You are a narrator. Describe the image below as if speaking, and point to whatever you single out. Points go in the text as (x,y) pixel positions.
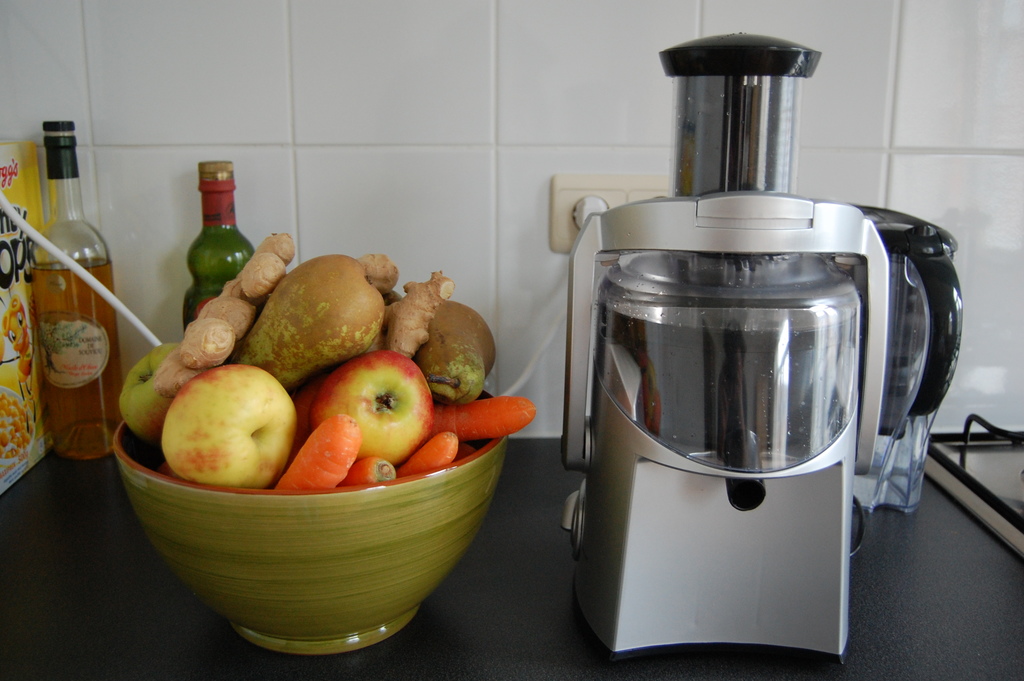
At the bottom of the image (442,623) there is a platform (915,635). On the platform (892,655) there is a mixer (610,479), bowl (354,539) with ginger (169,383), apples (330,404), carrots (290,470) and some other items (354,343) in it. Behind the bowl (410,560) there are bottles (101,324) and also there is a packet (10,317). In the background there is a wall (519,147) with tiles (966,426) and switch board (573,226) with wire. On the right corner of the image (1010,462) there is an object (962,468).
